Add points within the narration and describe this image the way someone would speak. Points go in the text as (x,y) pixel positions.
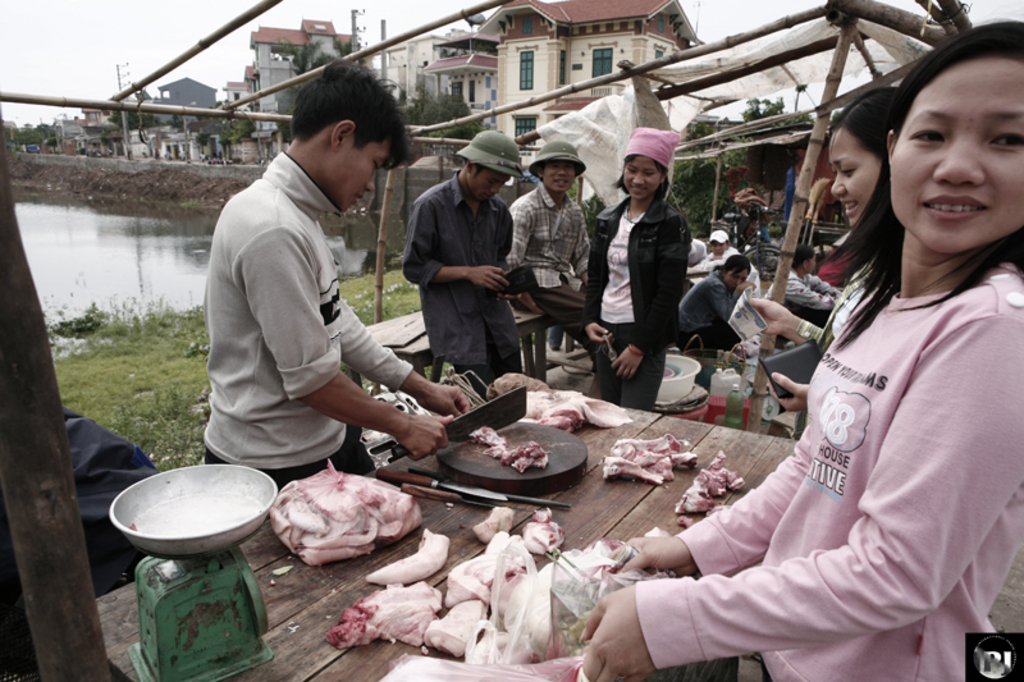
In this image there are people (586,284) standing and a person (392,356) cutting meat (524,461), in the background (716,266) there are people (724,259) sitting and there are houses (586,42), pond (140,220) and the sky (187,14).
